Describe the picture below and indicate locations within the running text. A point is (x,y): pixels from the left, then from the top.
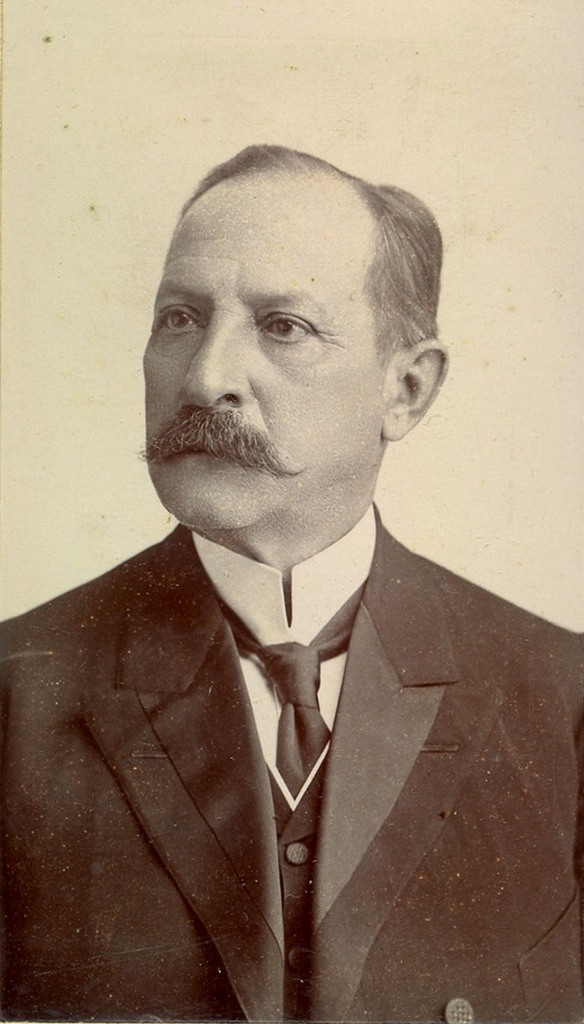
In this image there is one person (295,667) who is wearing a suit (342,896), and in the background (542,266) there is a wall (101,382).
